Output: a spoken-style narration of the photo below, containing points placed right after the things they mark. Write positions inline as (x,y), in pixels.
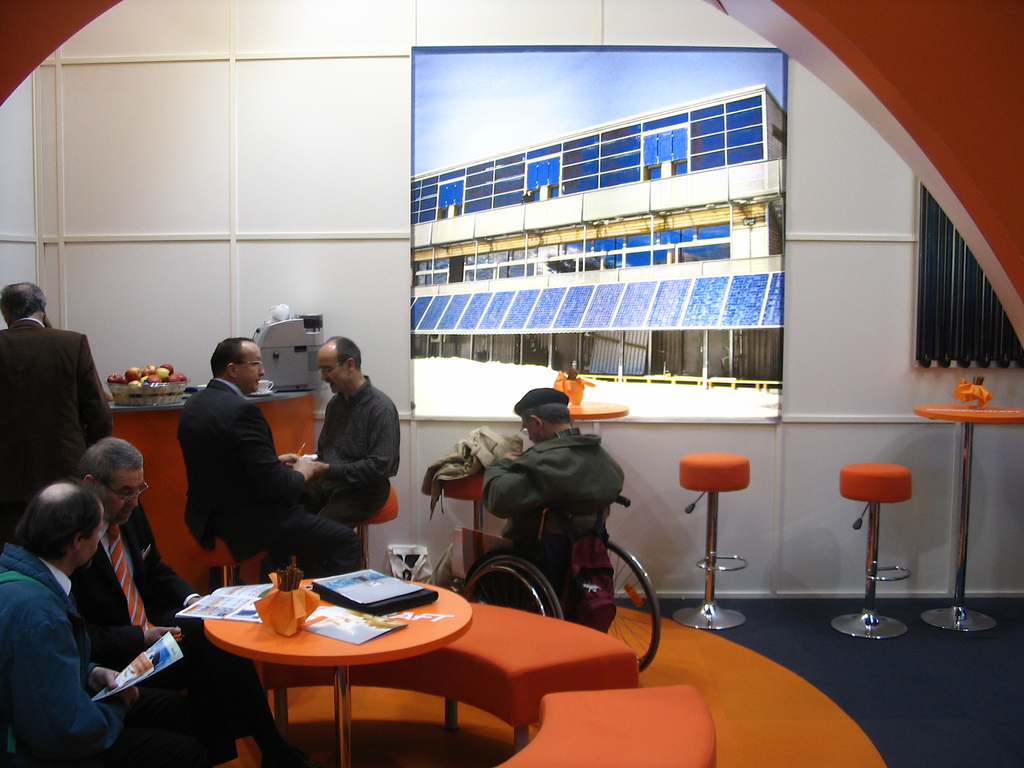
As we can see in the image there is a wall (896,265), screen (726,180), few people (536,442) and a table (417,615). On table (381,635) there is a folder (371,605).
